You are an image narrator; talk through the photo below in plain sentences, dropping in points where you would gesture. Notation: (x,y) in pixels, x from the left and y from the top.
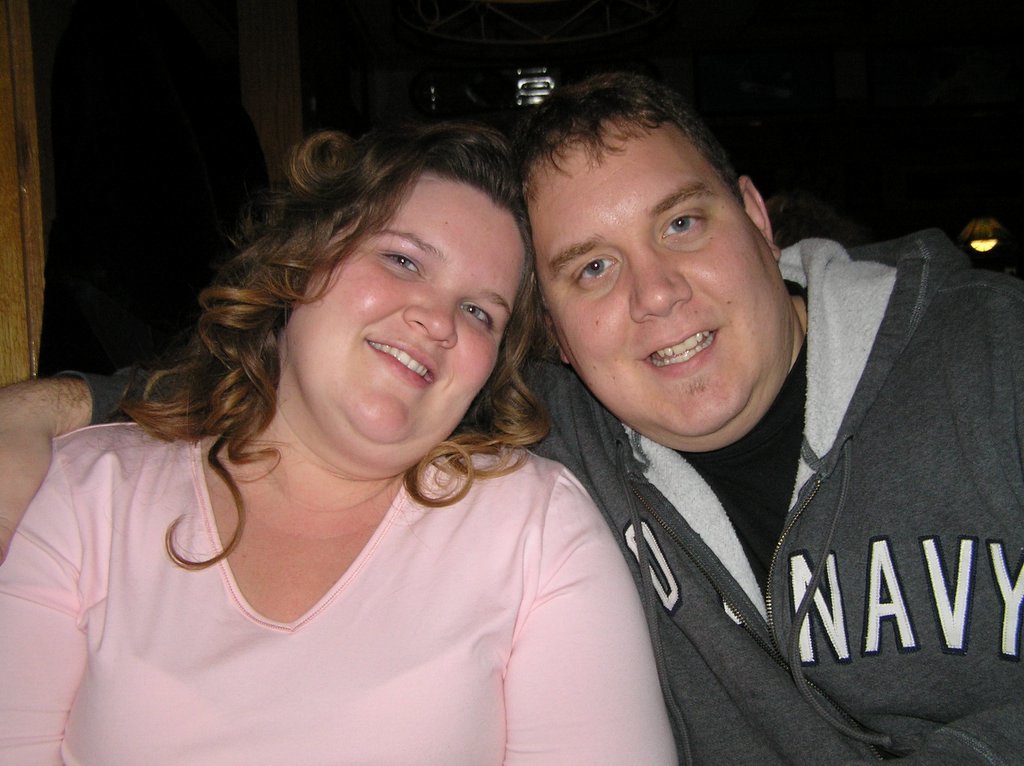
In the picture we can see a man (583,188) and a woman (344,679) sitting together and the woman (234,679) is wearing a pink dress (157,675) and man (906,423) is wearing a hoodie (903,442) which is gray in color and written on it as navy and the background (116,13) we can see dark with some light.
